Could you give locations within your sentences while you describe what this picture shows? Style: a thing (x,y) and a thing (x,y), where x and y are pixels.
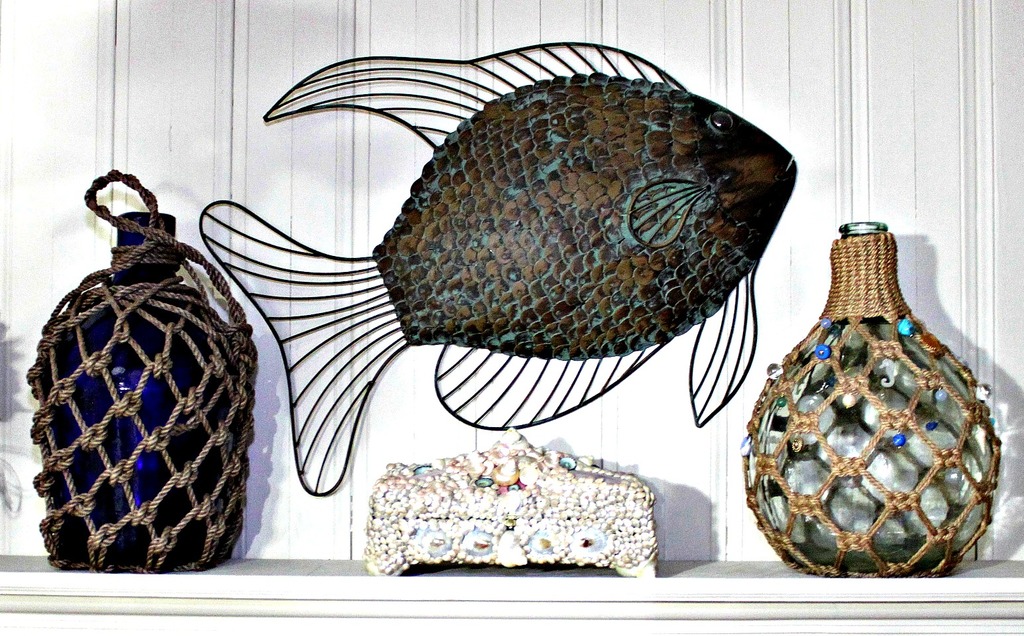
In the center of this picture (516,272) we can see the sculpture (514,195) of a fish (512,323) and we can see glass bottles (903,463) in the rope holders (874,366) and we can see some other object (429,494). In the background (342,52) there is a white color object (816,195) which seems to be the wall (95,237).
